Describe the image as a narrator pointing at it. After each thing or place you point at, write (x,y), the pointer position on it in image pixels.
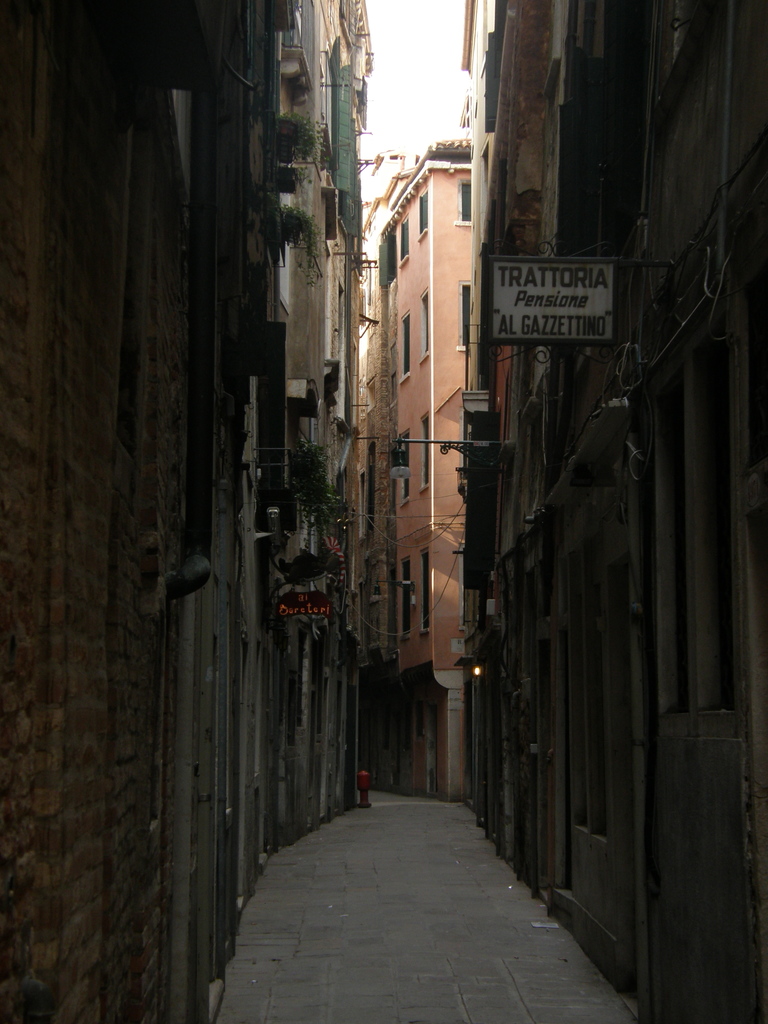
In this picture, we can see the path (578,986), buildings windows (556,526) and some posters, poles (432,354), and we can see some plants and the sky (444,75).
